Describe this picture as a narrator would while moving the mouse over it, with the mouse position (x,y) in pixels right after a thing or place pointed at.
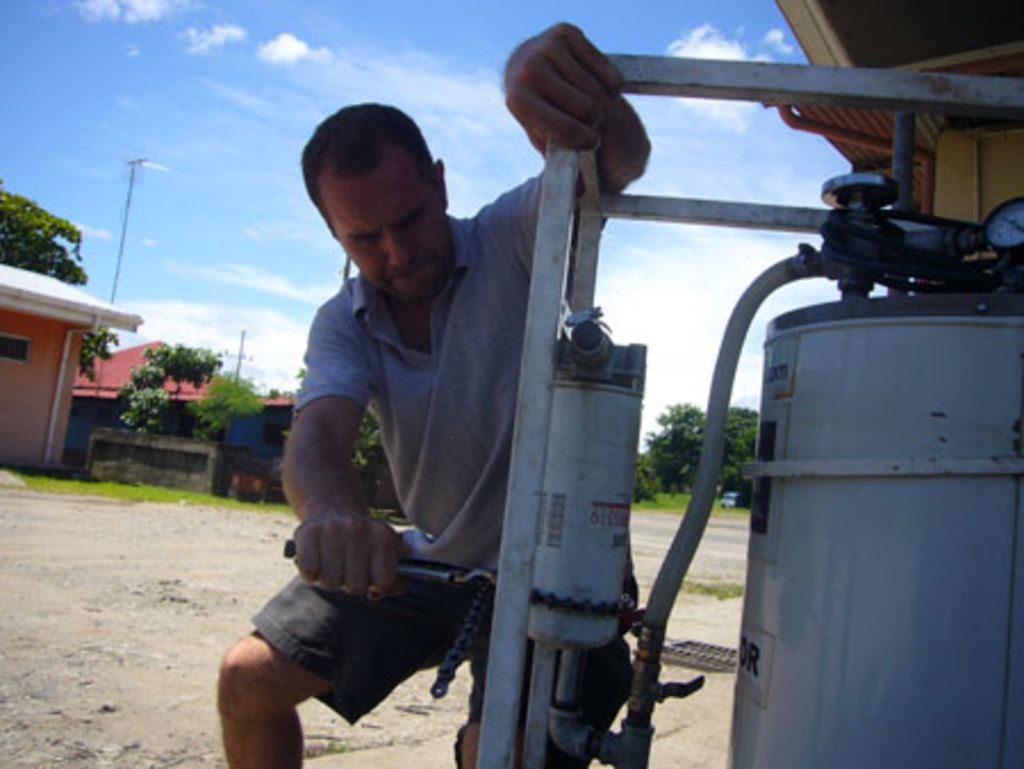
In this image a person (399,120) is repairing some machine (588,462) and at the back (643,464) there are some trees (153,375) and houses (102,425) and the background (201,238) is the sky (223,156).
